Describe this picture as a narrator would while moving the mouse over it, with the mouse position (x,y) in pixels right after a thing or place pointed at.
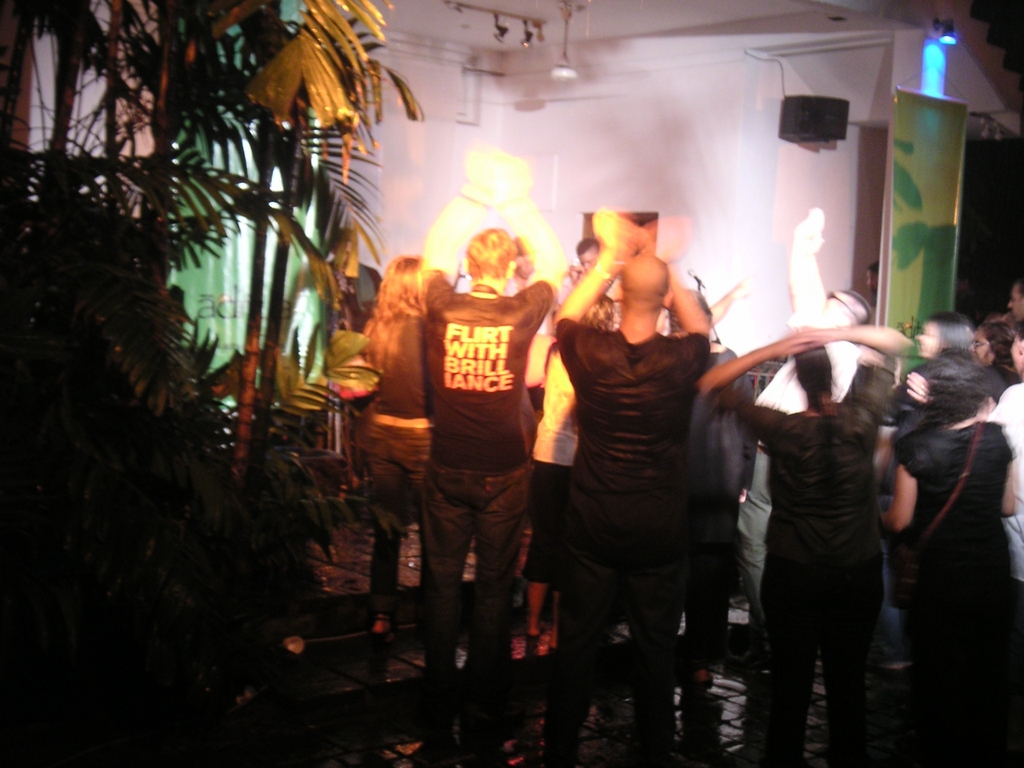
In this picture there are few people (688,346) dancing. To the left (145,415) there are plants (138,341). In the background (545,107) there is a wall (502,130). There are lights (529,21) to the ceiling (550,26). There is a speaker (810,122) on a wall (752,137).
